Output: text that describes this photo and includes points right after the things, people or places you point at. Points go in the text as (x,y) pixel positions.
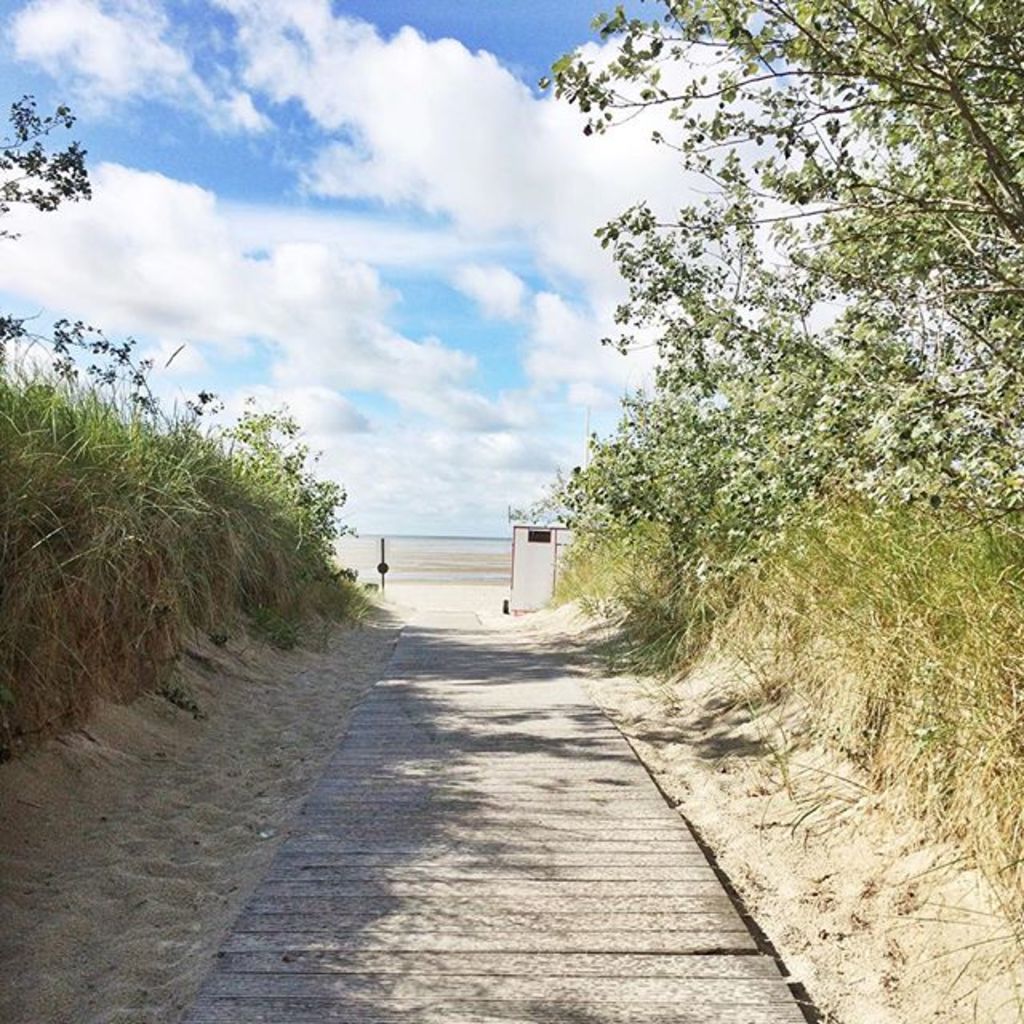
In this image we can see the path (466,871), sand (188,880), grass (626,618), trees (815,420) and also the sky (408,15) with the clouds (337,383) in the background (337,383).
